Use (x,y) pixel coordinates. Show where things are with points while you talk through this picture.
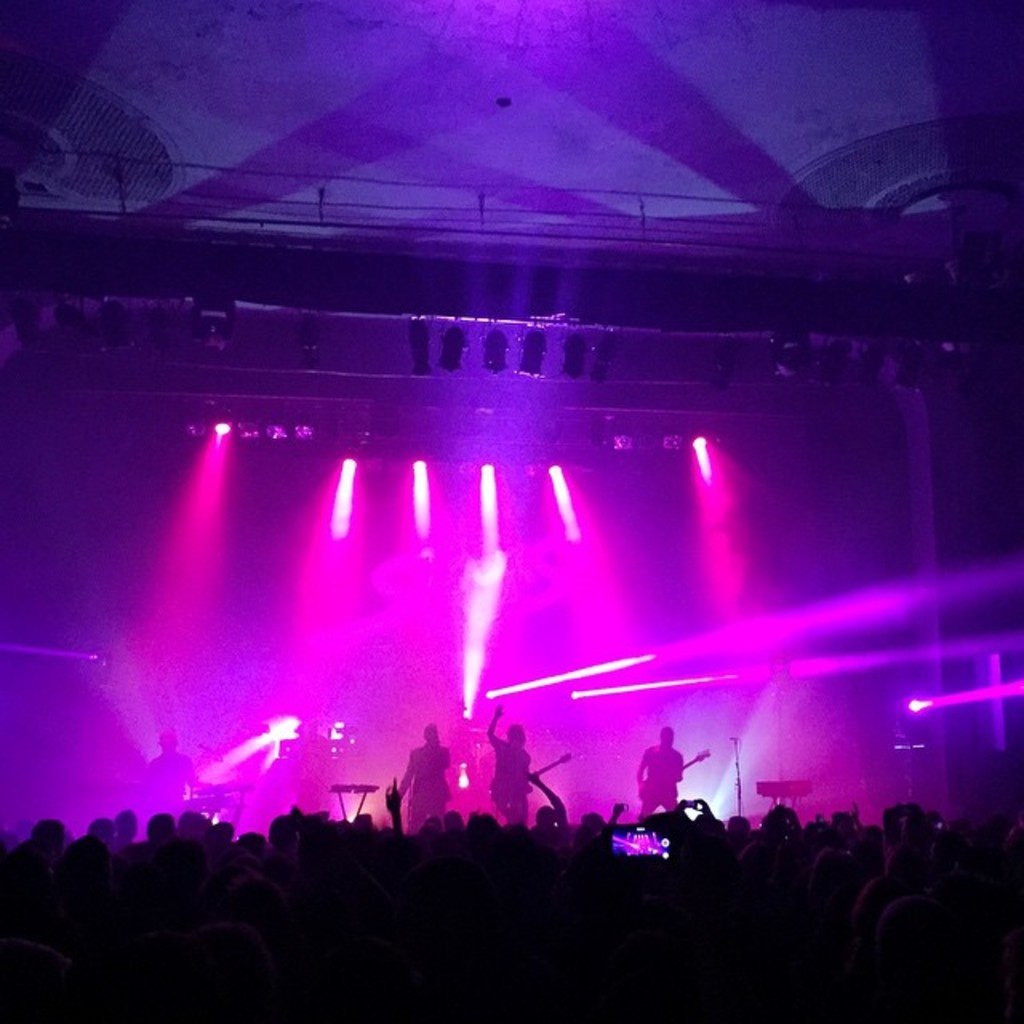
In this picture I can see audience (618,934) and few people (499,808) performing on the dais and I can see microphones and couple of them playing musical instruments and I can see lights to the ceiling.
